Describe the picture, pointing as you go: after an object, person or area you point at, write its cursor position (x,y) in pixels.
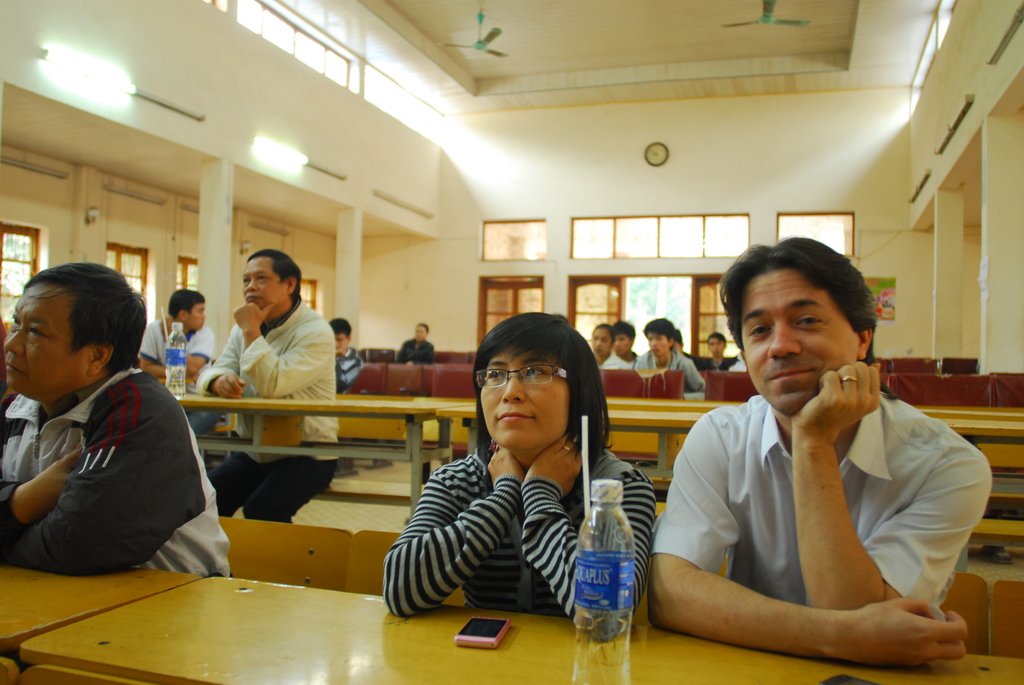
Here we can see few persons (750,368) are sitting on the benches (438,389). There are bottles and mobiles (475,621) on the tables (383,619). Here we can see pillars (211,270), lights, glasses (6,241), fans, and a clock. In the background (614,191) we can see wall (898,142).
